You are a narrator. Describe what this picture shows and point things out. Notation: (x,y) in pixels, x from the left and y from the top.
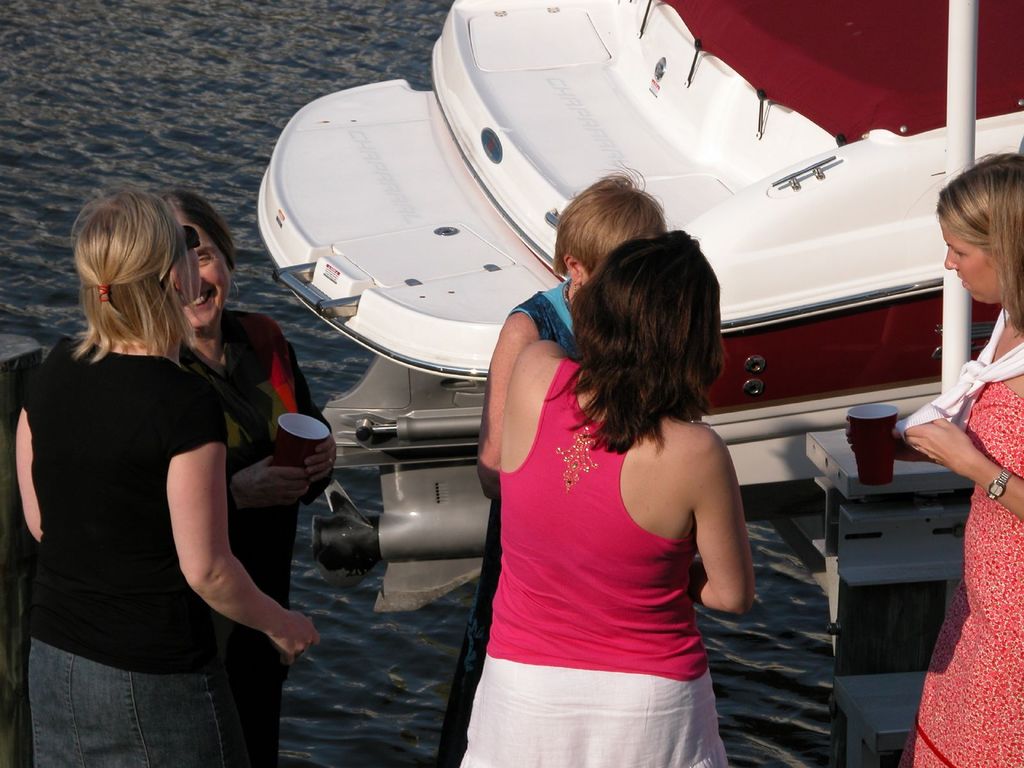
There are people (532,592) standing and this person (272,405) holding a cup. We can see boat (423,222) above the water (192,169).
